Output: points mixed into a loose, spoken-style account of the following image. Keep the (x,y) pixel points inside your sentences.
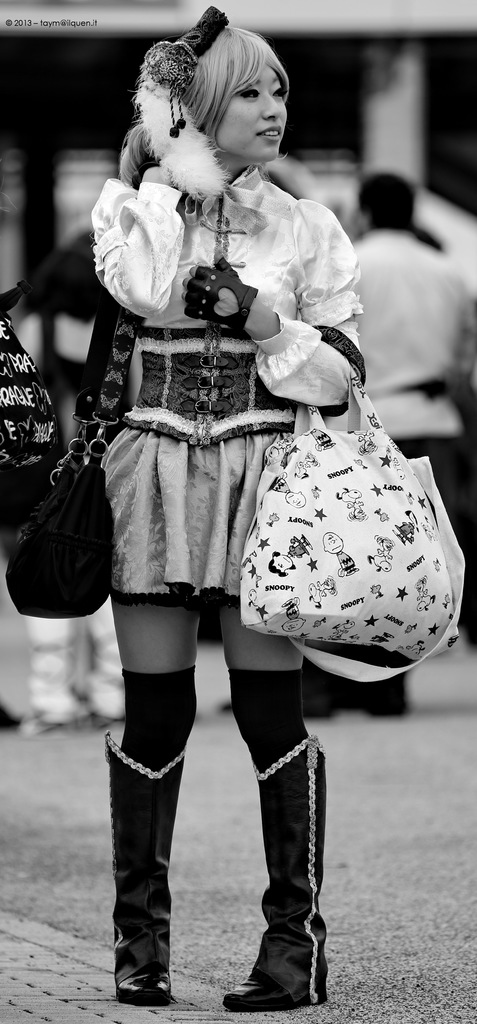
In this picture there is a woman (138,278) standing holding two bags (434,557) in the background (380,266) there are some people (405,311) standing.
